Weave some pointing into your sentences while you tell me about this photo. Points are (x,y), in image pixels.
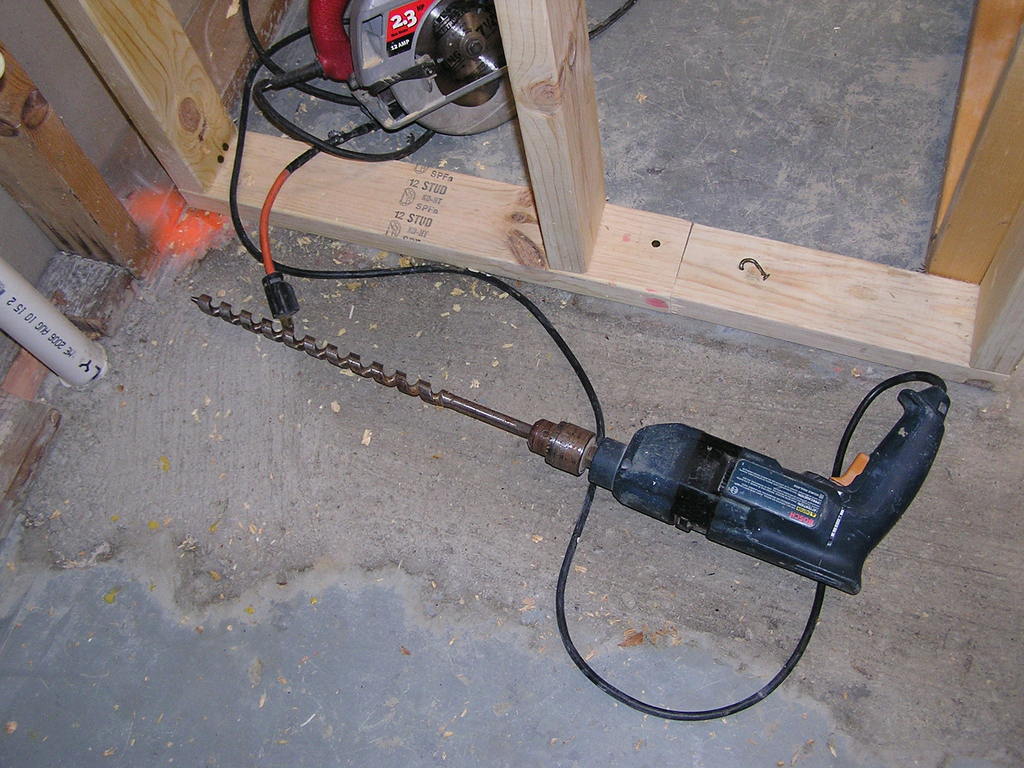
In this picture we can observe a drilling machine (641,436) which is in black color. We can observe a cutting machine (396,51) here. Both of these machines (767,542) are placed on this floor (383,348). We can observe a wooden frame (518,215).
